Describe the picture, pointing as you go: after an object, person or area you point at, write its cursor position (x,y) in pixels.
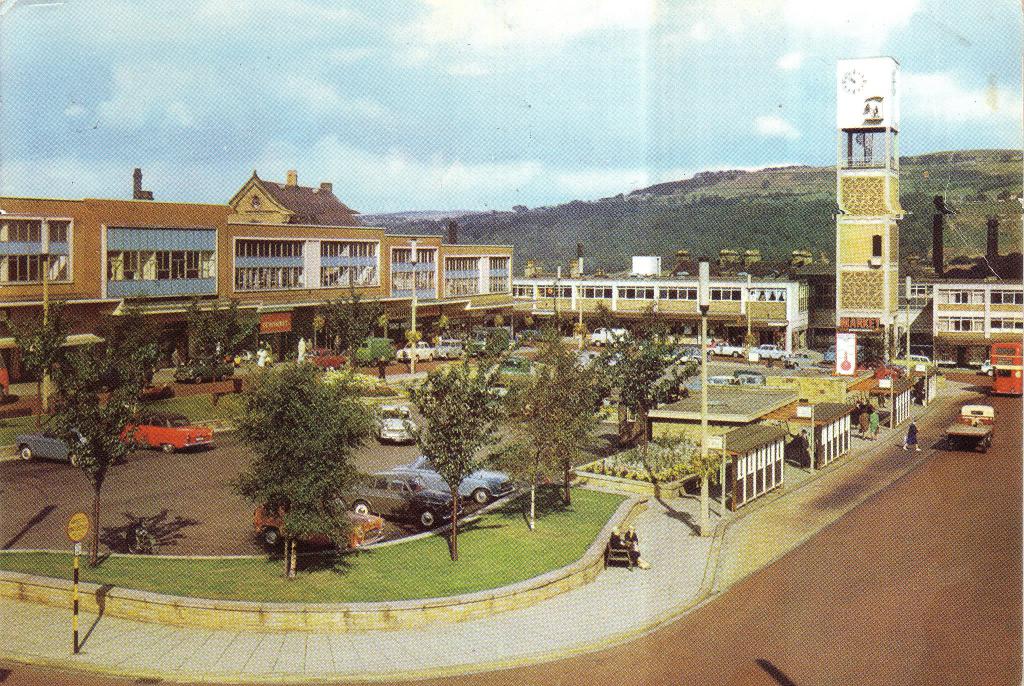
In this image I can see a building (19,252), a tower (871,304) with a parking area (413,418), trees (507,446), poles (705,269), cars (184,447), in and around the parking area (57,476). I can see the entrance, a road (1010,448), vehicles (988,428) on the road (999,413), mountains (543,227) and at the top of the image (588,42) I can see the sky (457,42).
